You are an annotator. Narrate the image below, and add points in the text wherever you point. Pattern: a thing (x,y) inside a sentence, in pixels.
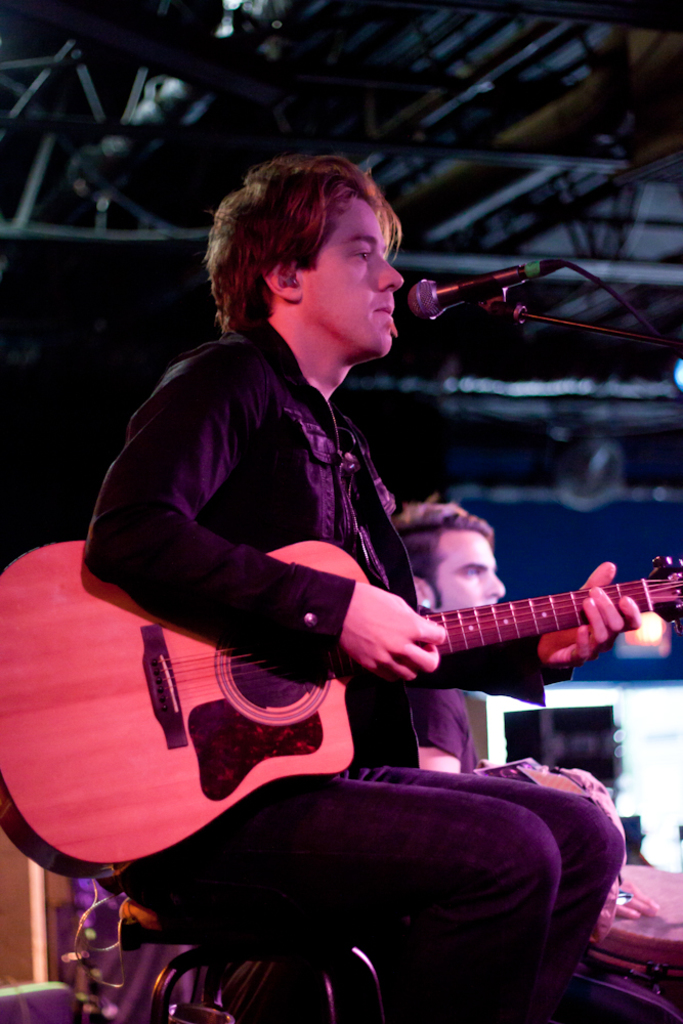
In the image there is a man (211,500) sitting on chair (149,924) holding a guitar (153,764) and playing it in front of a microphone (419,302). On right side (471,553) there is another man (448,744) sitting on chair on top (329,56) there is a roof (281,146).
